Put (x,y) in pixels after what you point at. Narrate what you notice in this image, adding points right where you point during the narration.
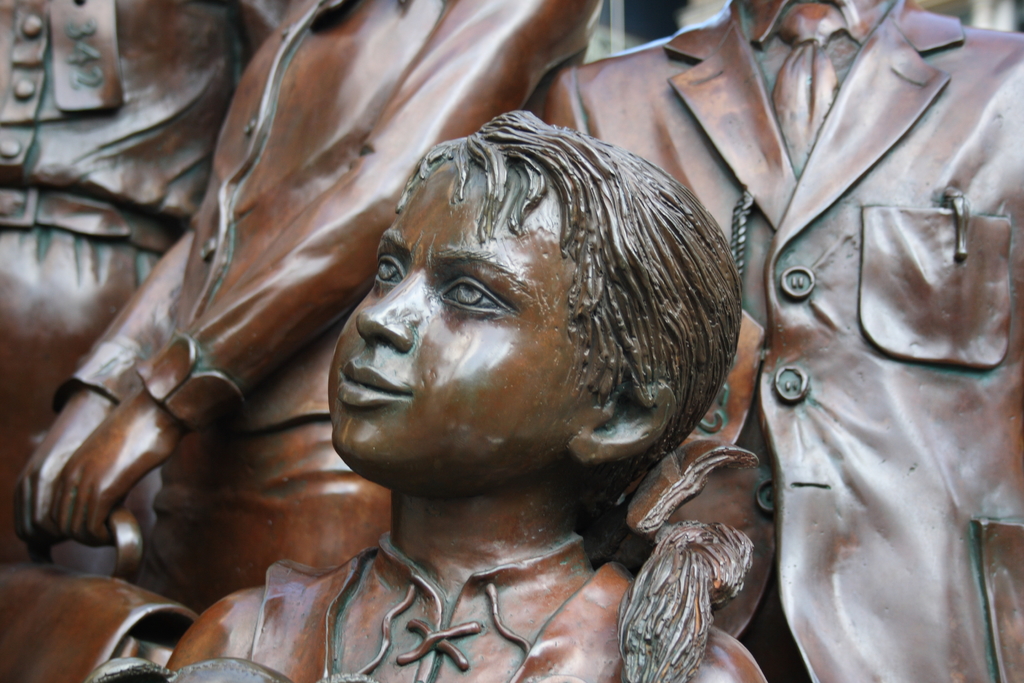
In this picture there is a small girl bronze sculpture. Behind there are three more sculptures (313,90) of men (741,222).
